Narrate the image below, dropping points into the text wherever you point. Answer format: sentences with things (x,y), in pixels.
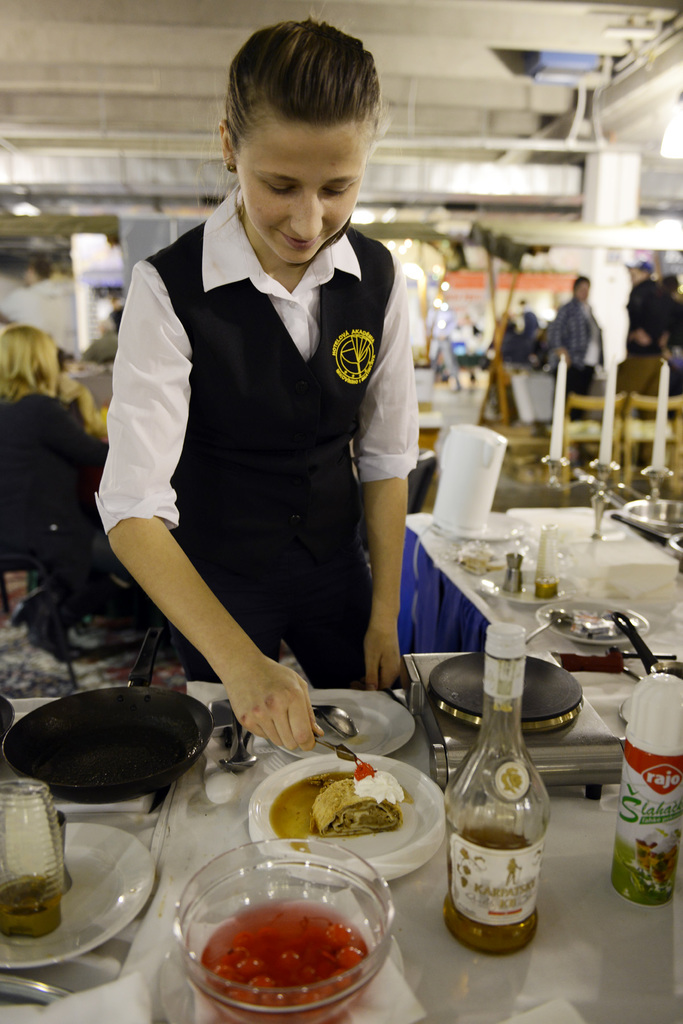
In this image I can see the person (209,334) standing and the person (194,638) is wearing black and white color dress (197,419). In front (333,794) I can see few food items (281,959), they are in red, white and brown color and I can also see few plates (84,909), bottles (537,913) on the table (571,995). Background (74,469) I can see few candles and I can see few people (81,462) and the wall (613,288) is in white color.
